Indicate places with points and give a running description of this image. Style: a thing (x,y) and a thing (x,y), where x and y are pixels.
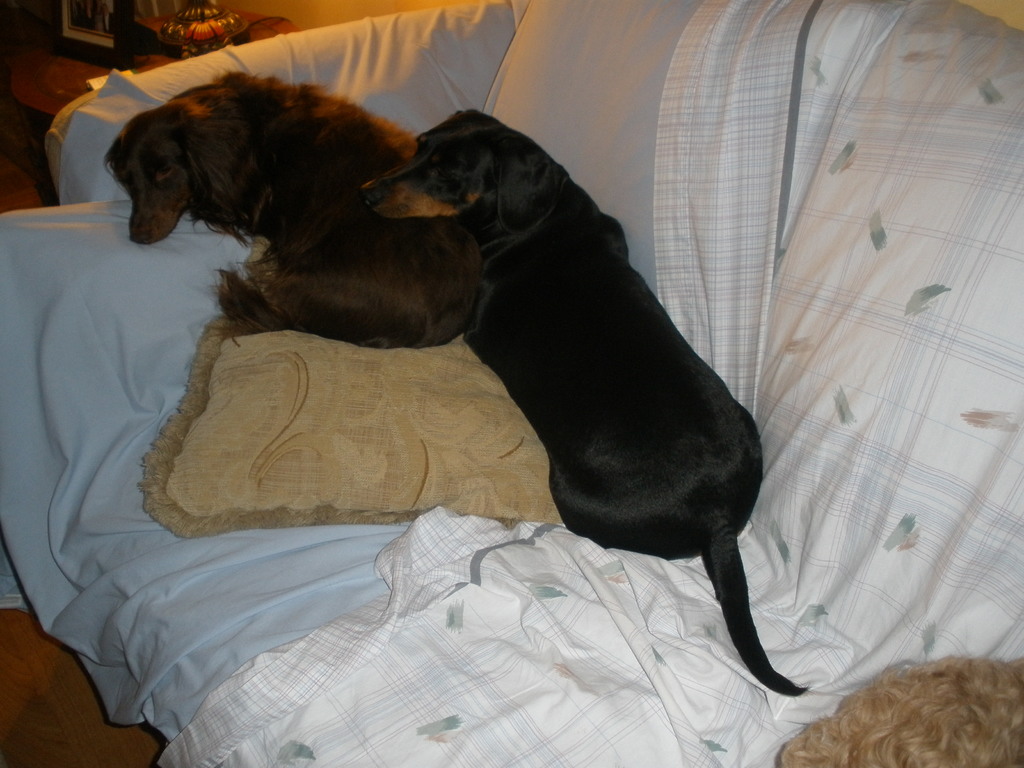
In this picture we can see two dogs (592,465) on a couch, where we can see a pillow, clothes (571,562) and in the background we can see a photo frame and some objects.
